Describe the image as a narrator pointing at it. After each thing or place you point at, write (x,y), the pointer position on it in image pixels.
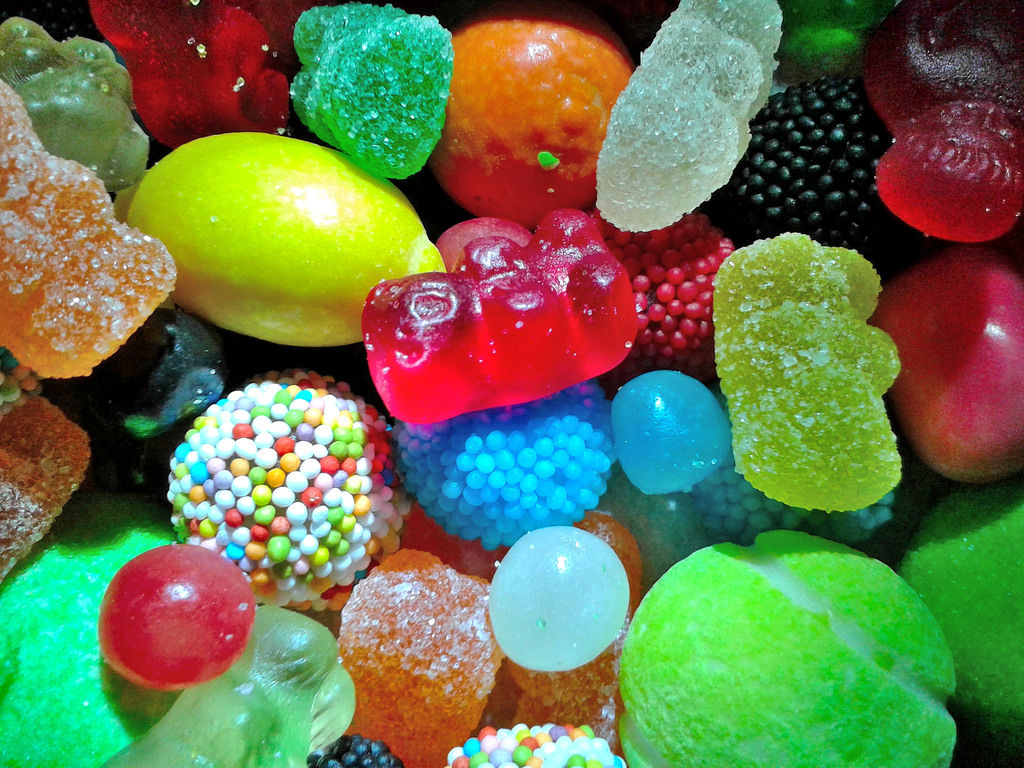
In this image we can see different types of jellies (847,429) and candies (951,444).
